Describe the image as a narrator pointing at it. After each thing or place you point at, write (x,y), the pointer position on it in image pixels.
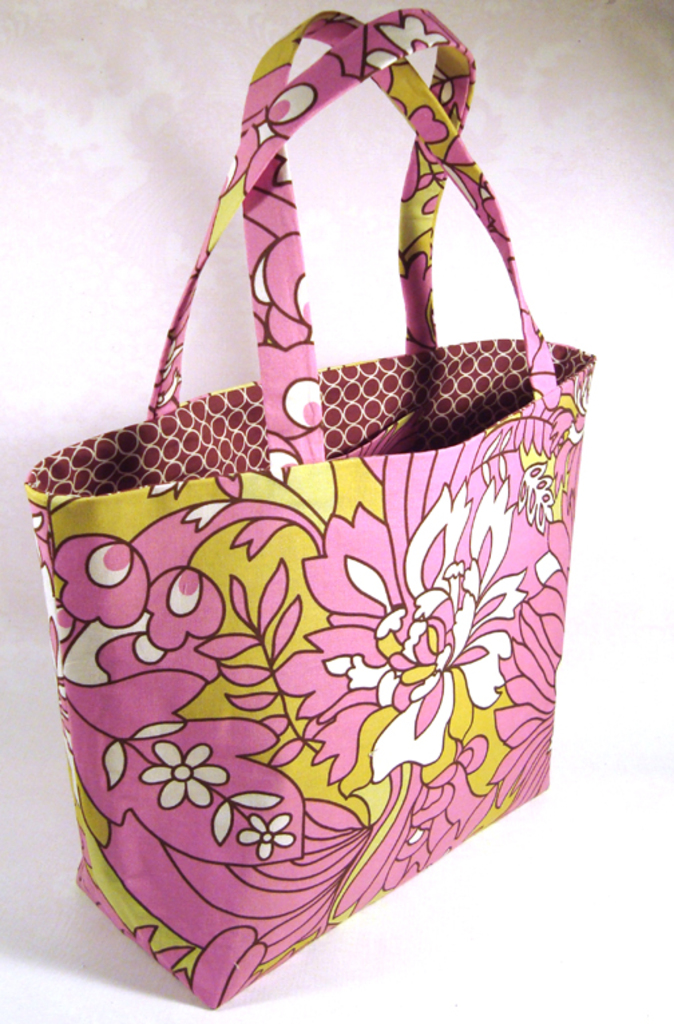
There is a pink color hand bag (129,794) on the white color floor (661,764) and the bag (236,514) is of three colors white, pink and green which has same design (358,662) like flowers (174,795).
